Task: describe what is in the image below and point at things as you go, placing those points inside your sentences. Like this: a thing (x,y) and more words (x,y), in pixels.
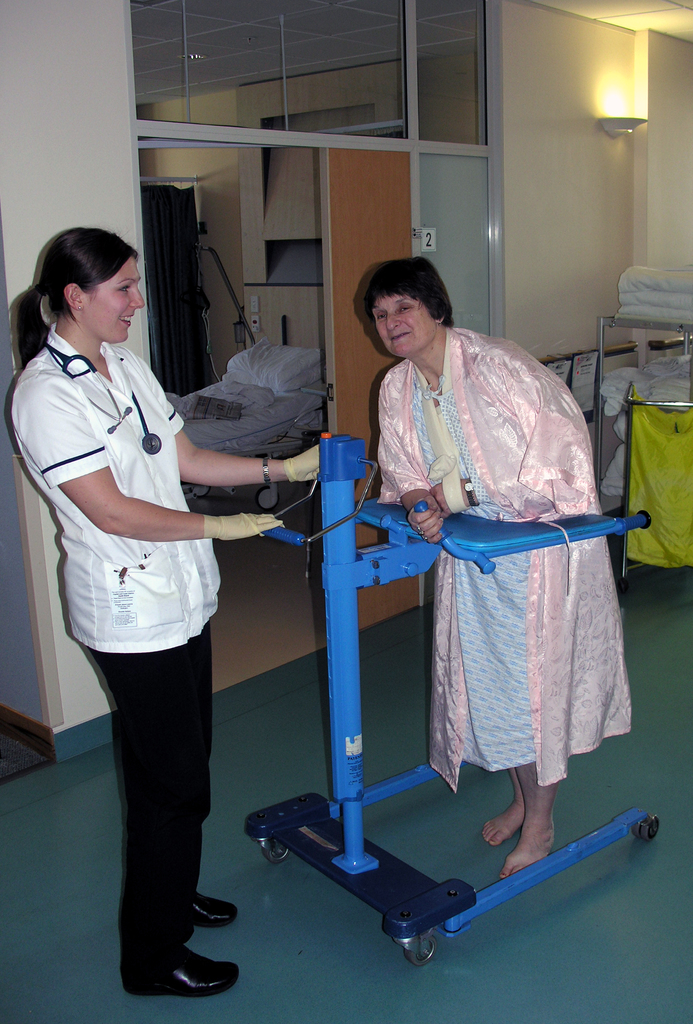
In this picture I can see a person (177,934) with a stethoscope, there is another person (422,403) standing, this is looking like an exercising machine (349,884), and in the background (685,524) there are clothes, there is a curtain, there is a bed (258,423) with a pillow (241,379), there is a light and there are some other objects (638,405).
